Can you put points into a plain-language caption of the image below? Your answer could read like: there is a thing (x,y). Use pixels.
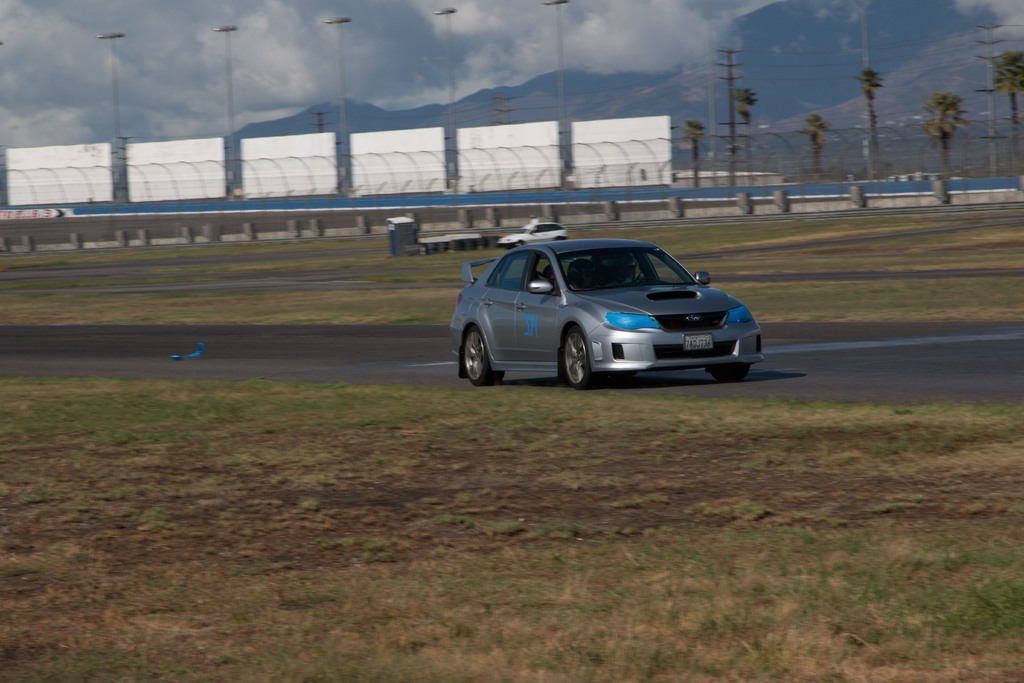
In the image I can see few vehicles (675,335) on the road (377,345). Back I can see the fencing (735,160), trees (737,99), current poles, wires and white color boards (557,130). The sky (417,53) is in white and blue color.
